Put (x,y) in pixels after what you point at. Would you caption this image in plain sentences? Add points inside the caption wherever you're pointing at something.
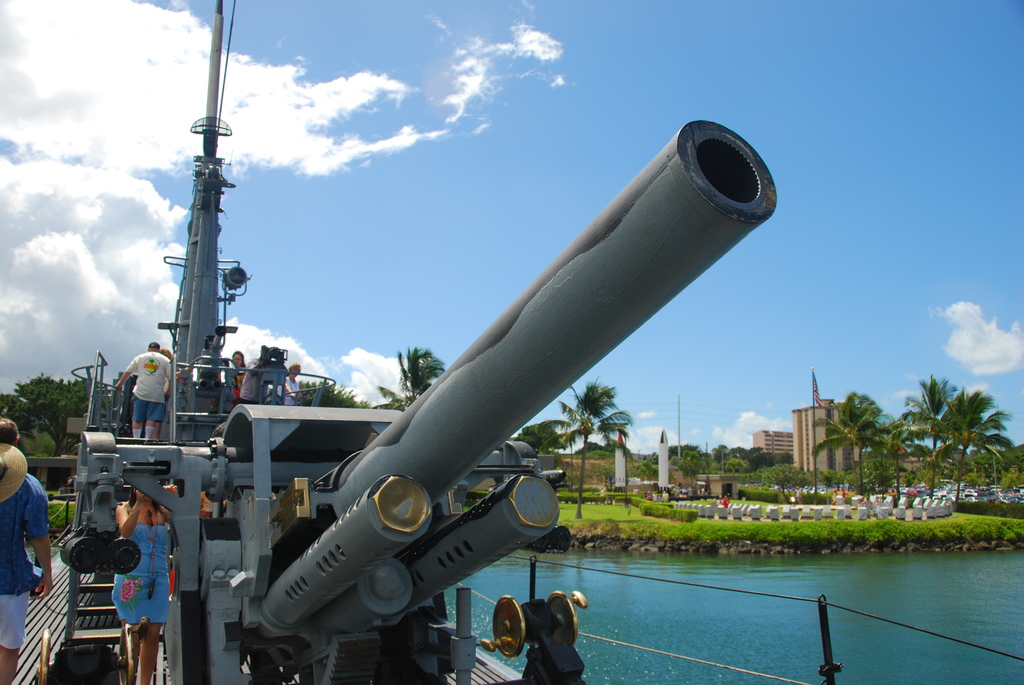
In front of the picture, we see a cannon (281,557). Beside that, we see the woman (152,640) is standing. Behind her, we see the staircase (109,586). We see people (151,379) are standing beside the tower (195,234). On the left side (11,533), we see the man (20,607) is standing on the bridge (60,587). On the right side (874,635), we see water (779,574) and this water (673,633) might be in the lake (680,585). There are trees (581,431), grass (708,538), poles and buildings (710,483) in the background (588,418). At the top (396,176), we see the sky (440,148) and the clouds (253,136).
